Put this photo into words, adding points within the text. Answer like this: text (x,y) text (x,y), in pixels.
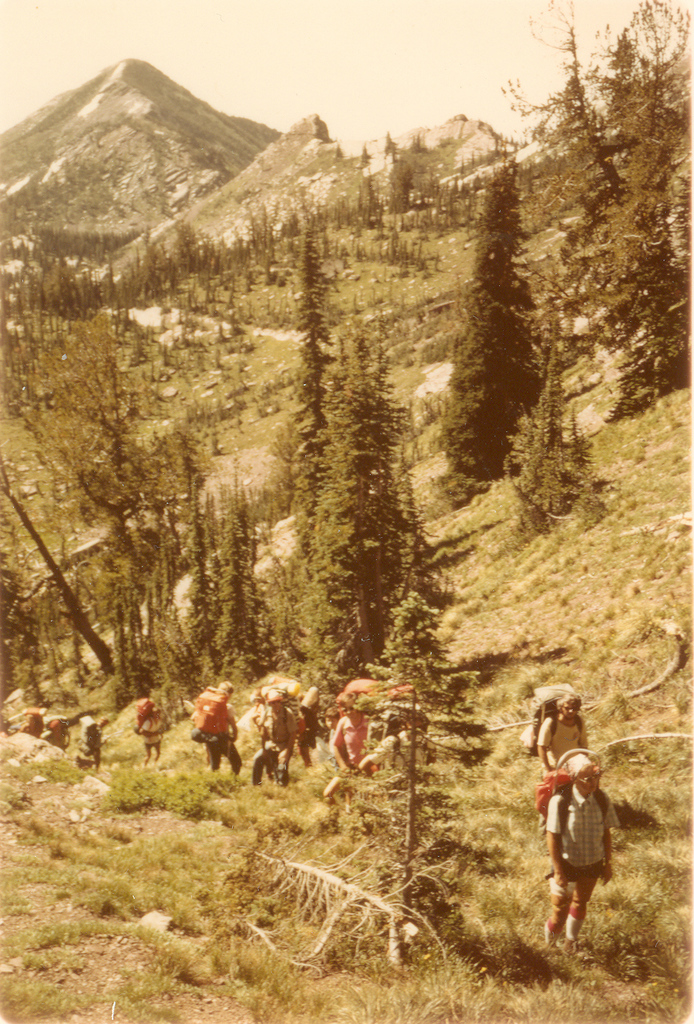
In this image, we can see mountains (266,212), trees (226,642), grass (51,877), stones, plants (185,788). Here we can see a group of people (95,730) are wearing backpacks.
